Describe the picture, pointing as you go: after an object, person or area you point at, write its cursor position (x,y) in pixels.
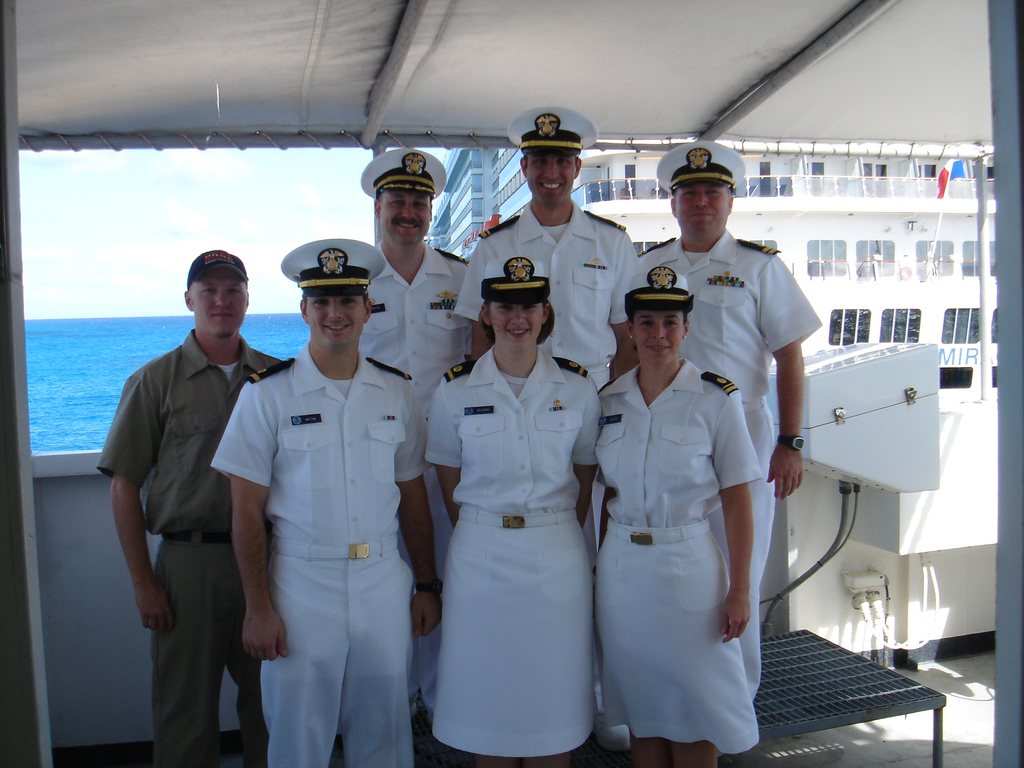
In this image, I can see a group of people (417,380) standing and smiling. On the right side of the image (911,465), there is an object (883,473). In the background (820,316), I can see a flag (963,171) and ship (890,198). There is water (156,335) and the sky (156,213).
